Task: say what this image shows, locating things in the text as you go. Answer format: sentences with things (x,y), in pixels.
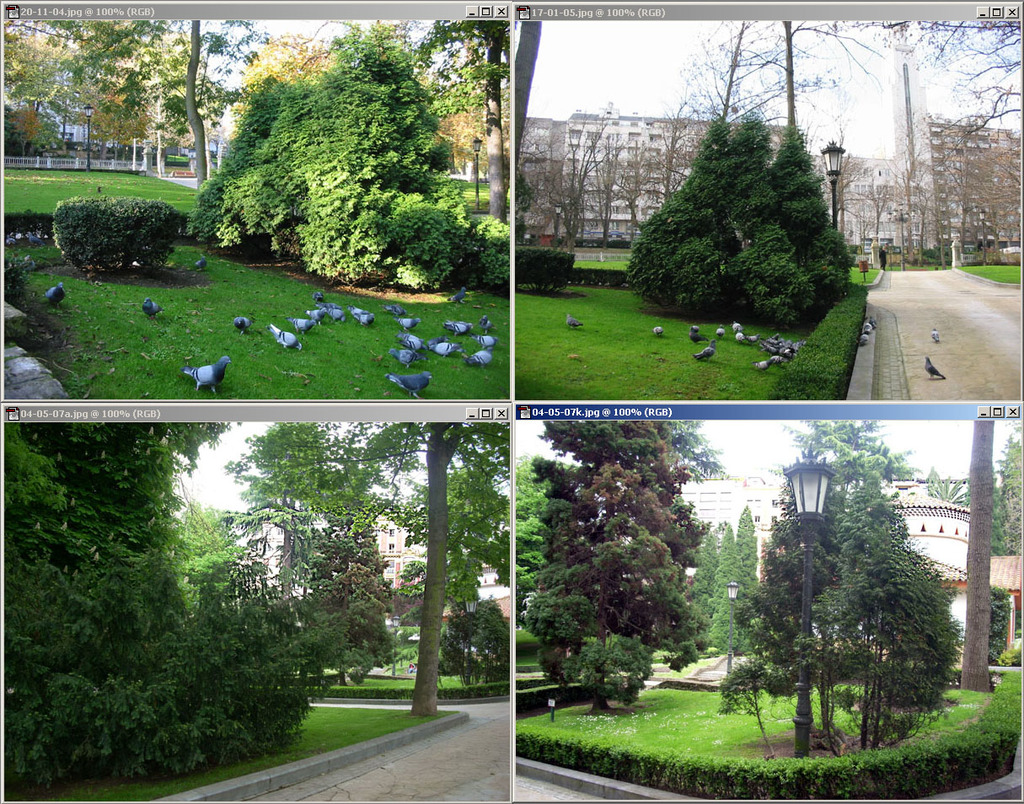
This picture consists of collage in the image, where there is greenery (344,228) in every image and there are pigeons (367,316) on the grassland (270,311) in two images.
